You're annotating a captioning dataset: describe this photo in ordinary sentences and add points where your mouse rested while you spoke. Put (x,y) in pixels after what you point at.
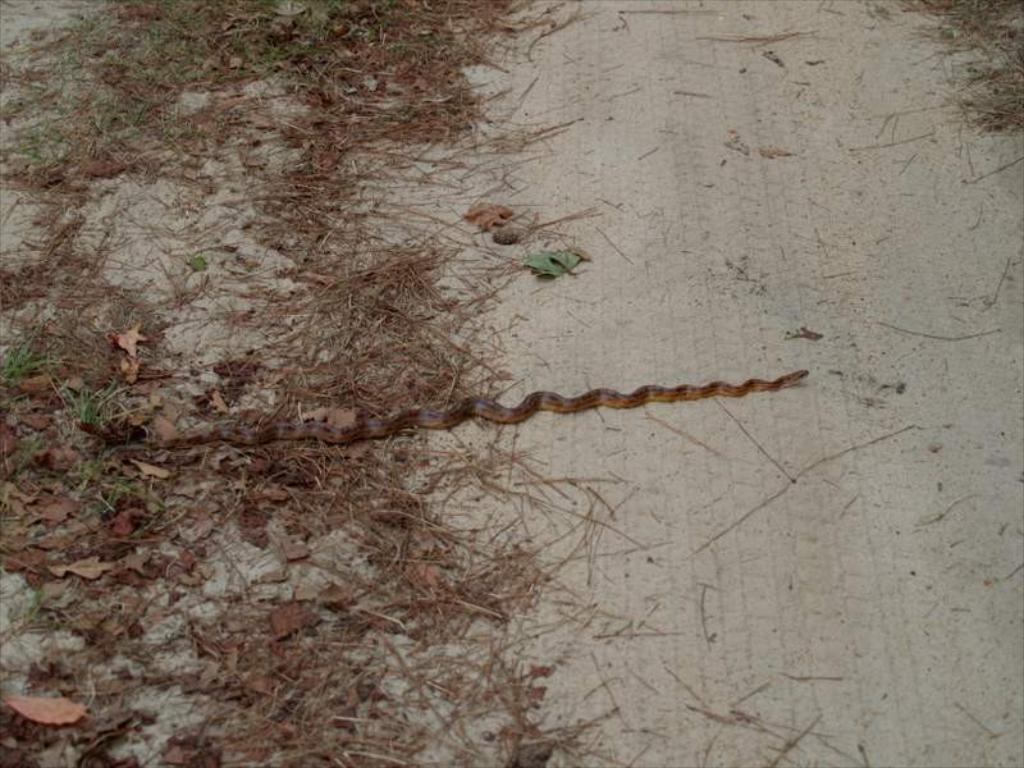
In this picture we can see a snake (502,417) and dried leaves (315,451) on the ground (474,581).
